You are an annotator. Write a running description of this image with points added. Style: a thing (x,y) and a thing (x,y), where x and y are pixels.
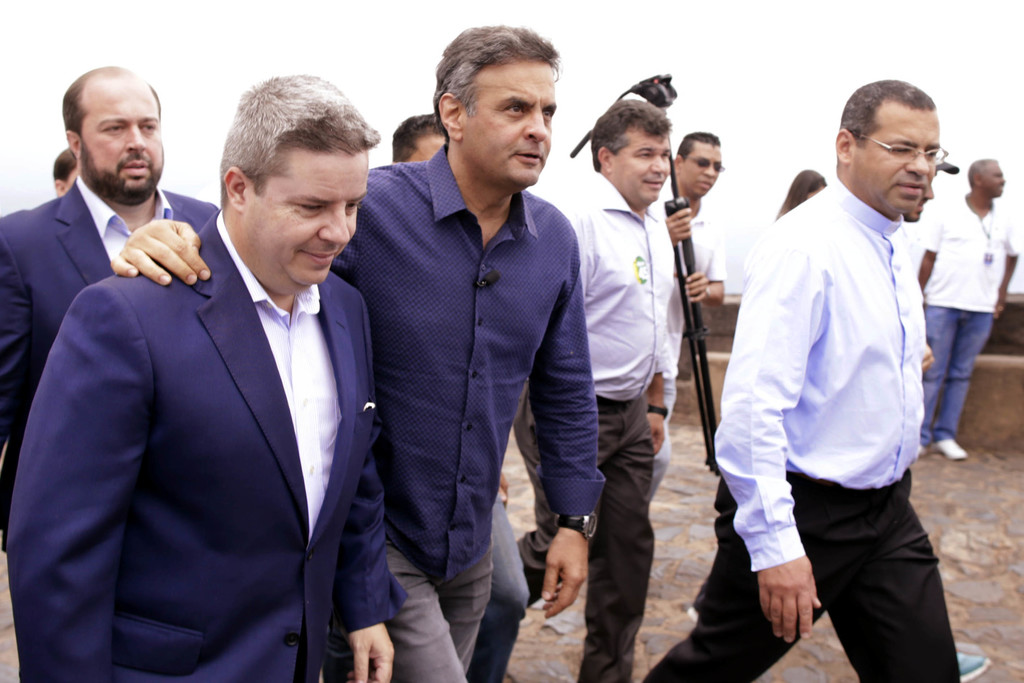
In this image there are some people (386,314) who are walking and one person (684,193) is holding sticks (684,214) and walking, at the bottom (974,548) there is a walkway (983,501). In the background (976,395) there is a wall (1005,395).
